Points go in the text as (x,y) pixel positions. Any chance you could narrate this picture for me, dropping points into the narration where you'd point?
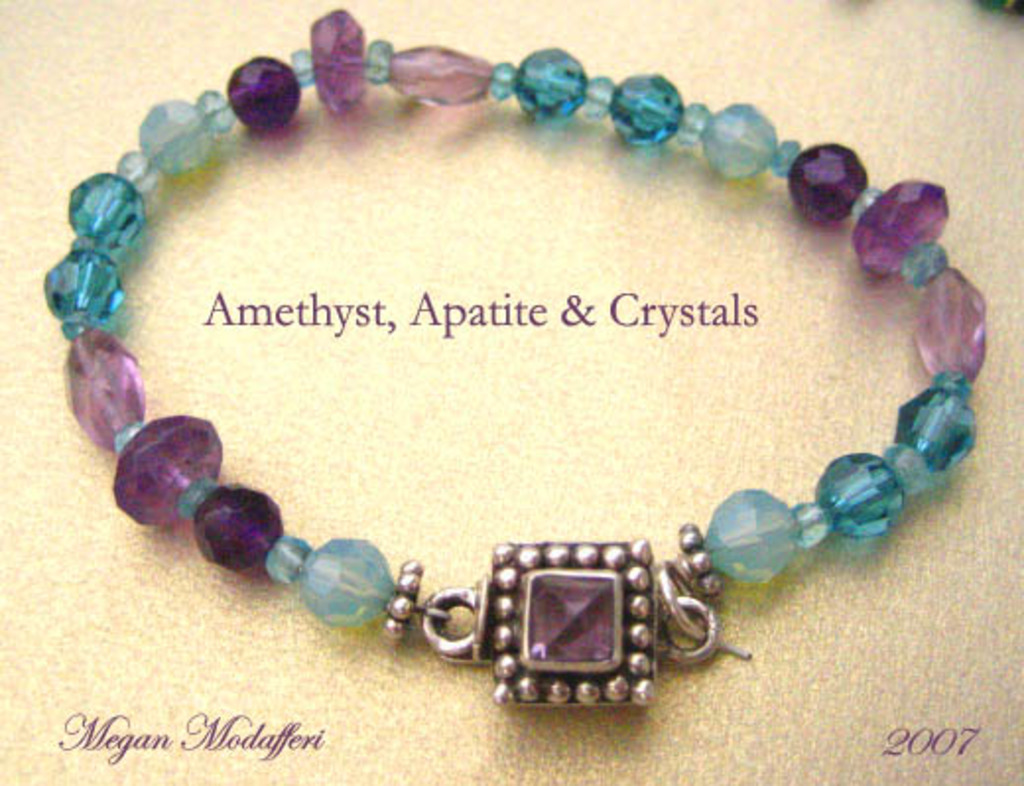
In this picture I can see the bracelet (257,83) in front which is colorful and I see the watermarks (237,731) which are on the left bottom (175,738) and right and middle of this image (435,331).
